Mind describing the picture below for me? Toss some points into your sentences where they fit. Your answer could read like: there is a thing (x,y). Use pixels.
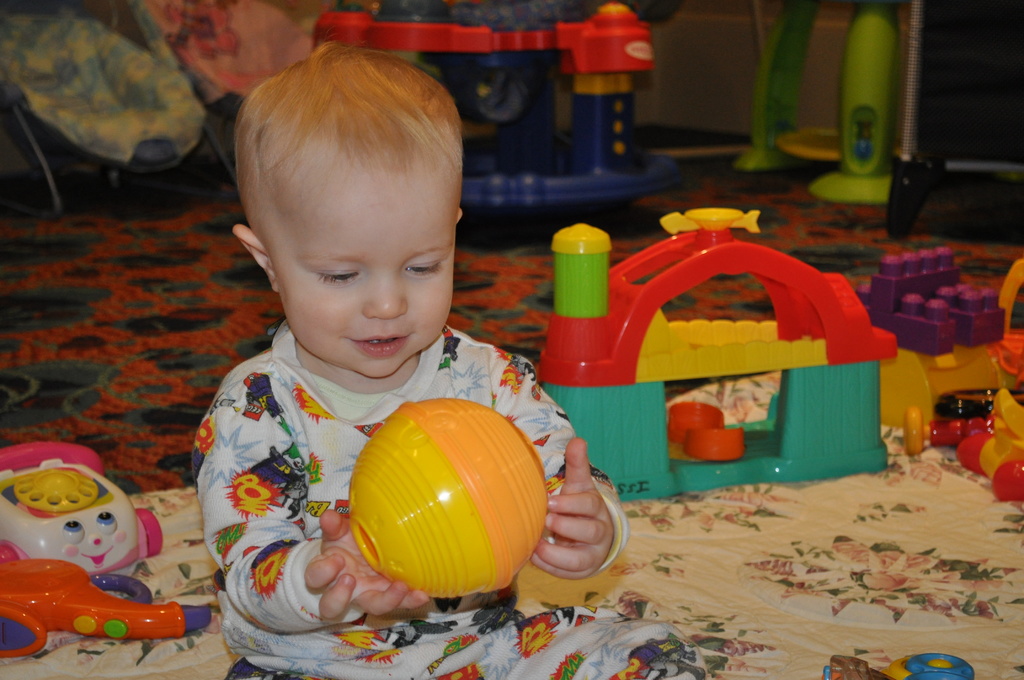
In this image in front (271,598) there is a boy (576,488) holding an object (411,524). Beside him there are toys (765,447). At the bottom of the image (912,470) there is a mat (793,489). In the background of the image (423,7) there are few objects (565,36).
